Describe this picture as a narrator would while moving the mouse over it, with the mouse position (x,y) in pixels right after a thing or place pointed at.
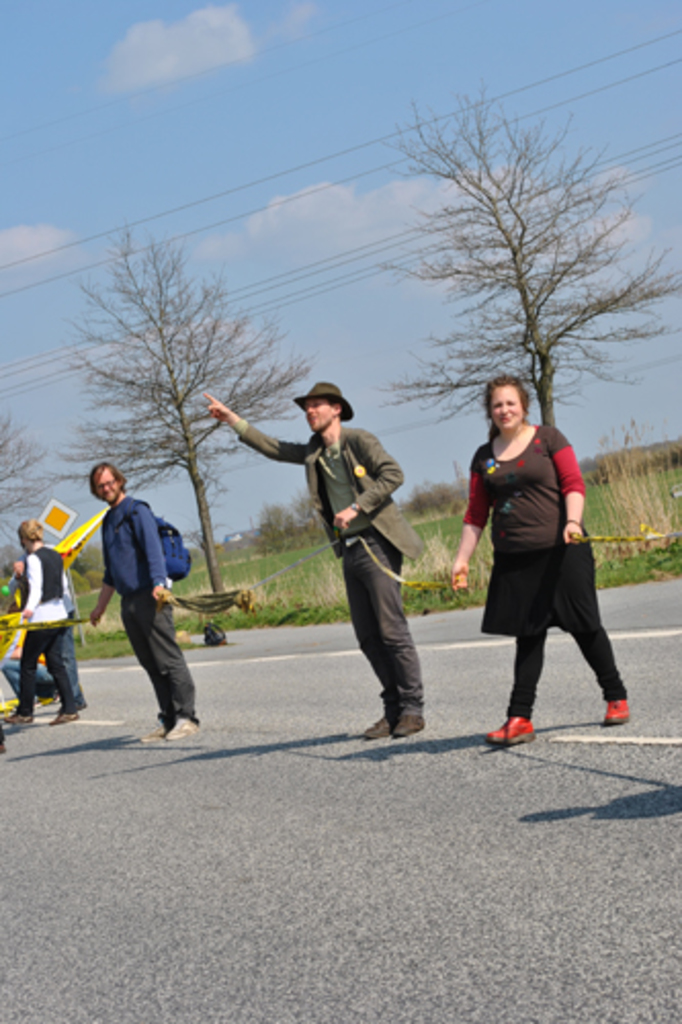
In this picture we can see some people (570,624) are standing, in the background (306,611) there are some trees (474,364) and grass (633,452), we can see the sky (366,167) at the top of the picture (287,47), there is a board (66,517) on the left (70,525).
